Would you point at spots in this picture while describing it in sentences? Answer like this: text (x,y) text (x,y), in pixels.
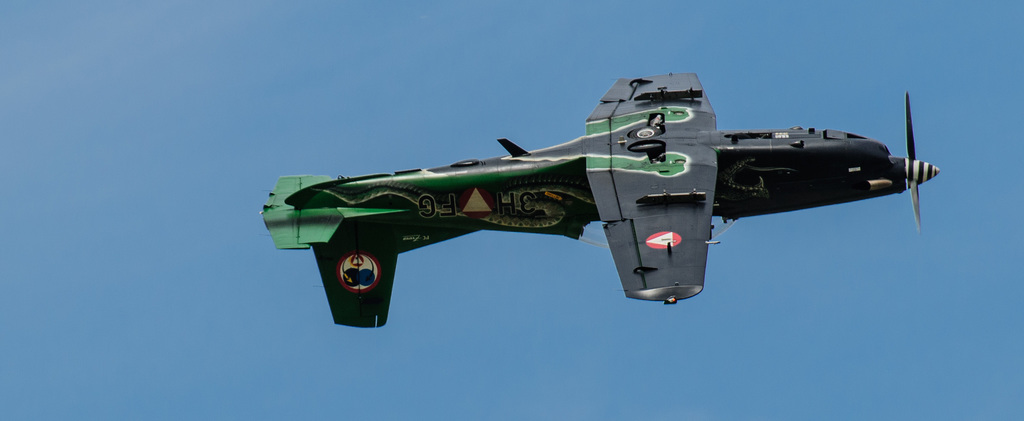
In this image I see an aircraft (781,162) which is of black, white and green in color and I see the art of a snake (550,194) on it and I see alphabets (501,206) and a number (529,211) written and I see the logos (651,247) and in the background (826,105) I see the blue sky (256,156).
